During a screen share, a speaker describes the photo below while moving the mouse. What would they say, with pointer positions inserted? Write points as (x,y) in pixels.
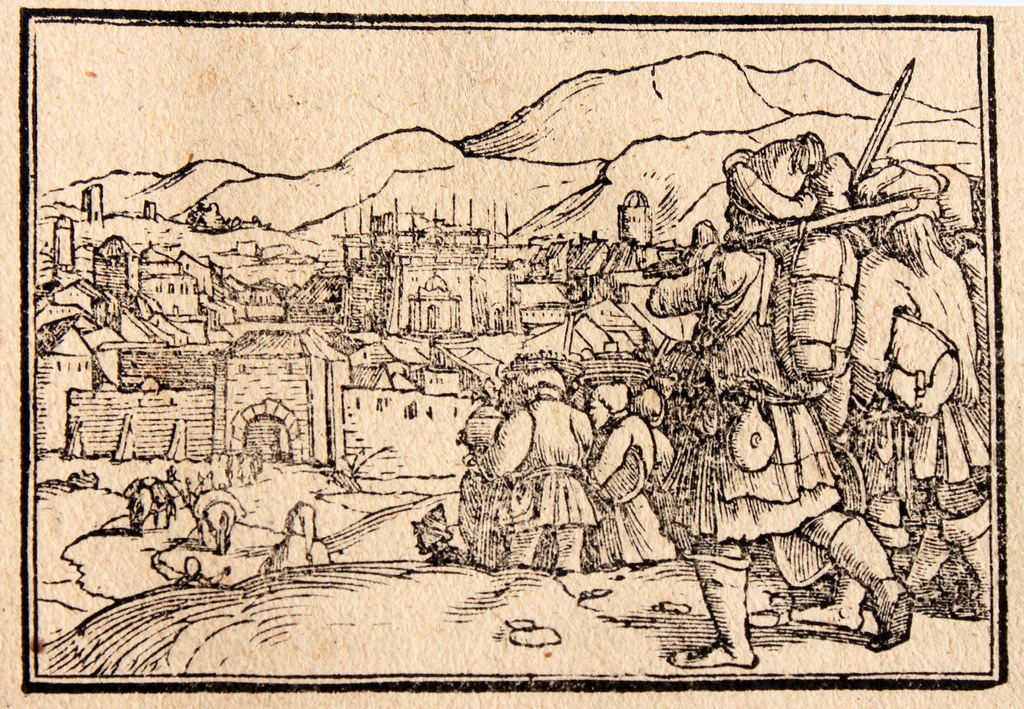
This image is a drawing. In this image we can see persons (694,348), camels (152,515), buildings (81,384), hills (657,164) and sky (267,106).
